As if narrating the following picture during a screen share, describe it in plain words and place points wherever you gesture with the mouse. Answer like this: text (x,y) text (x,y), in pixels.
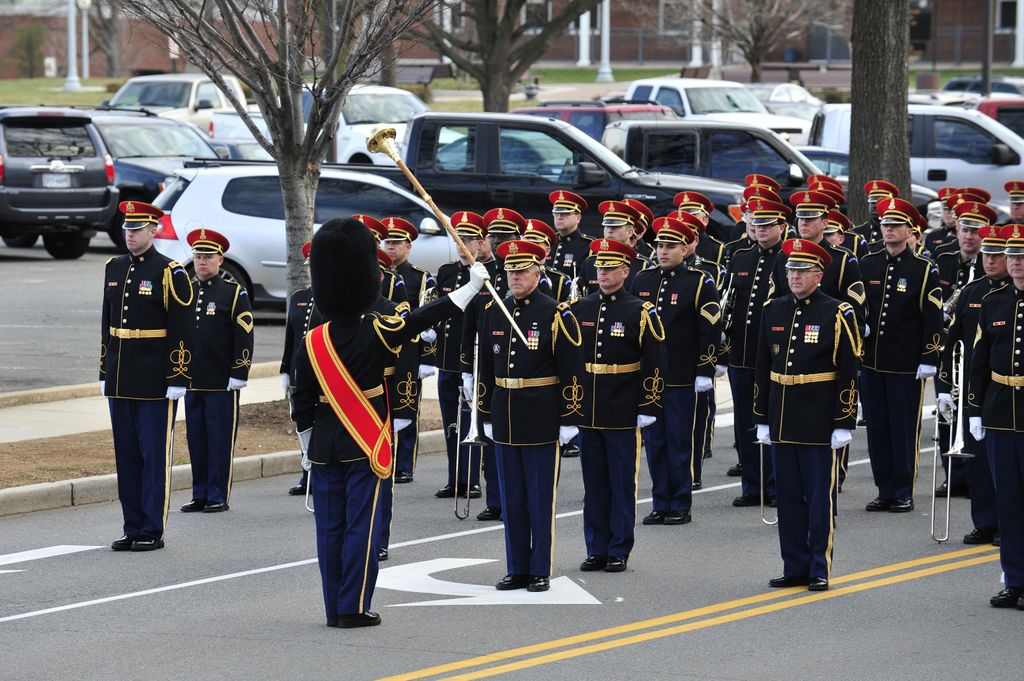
In this image, we can see some people (766,291) standing and there are some cars (435,181) parked, there are some trees (902,126), in the background (977,23) there are some buildings (571,38).
